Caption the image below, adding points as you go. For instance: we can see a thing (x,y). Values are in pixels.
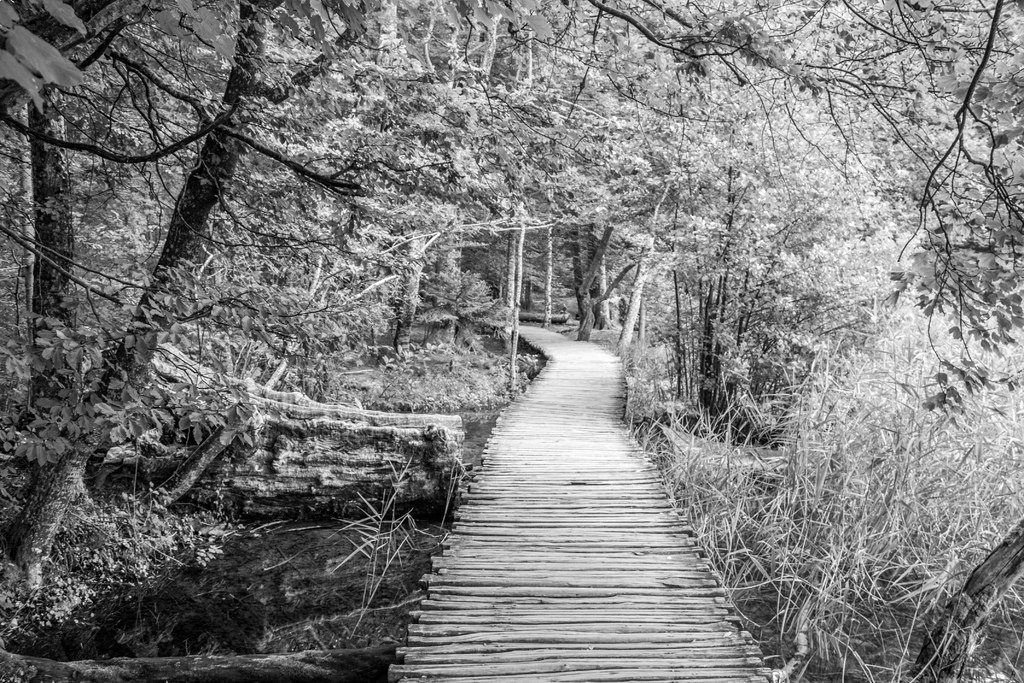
In this image I can see a path (554,425) and I can see the number of trees (514,325). I can see this image is black and white in colour.
